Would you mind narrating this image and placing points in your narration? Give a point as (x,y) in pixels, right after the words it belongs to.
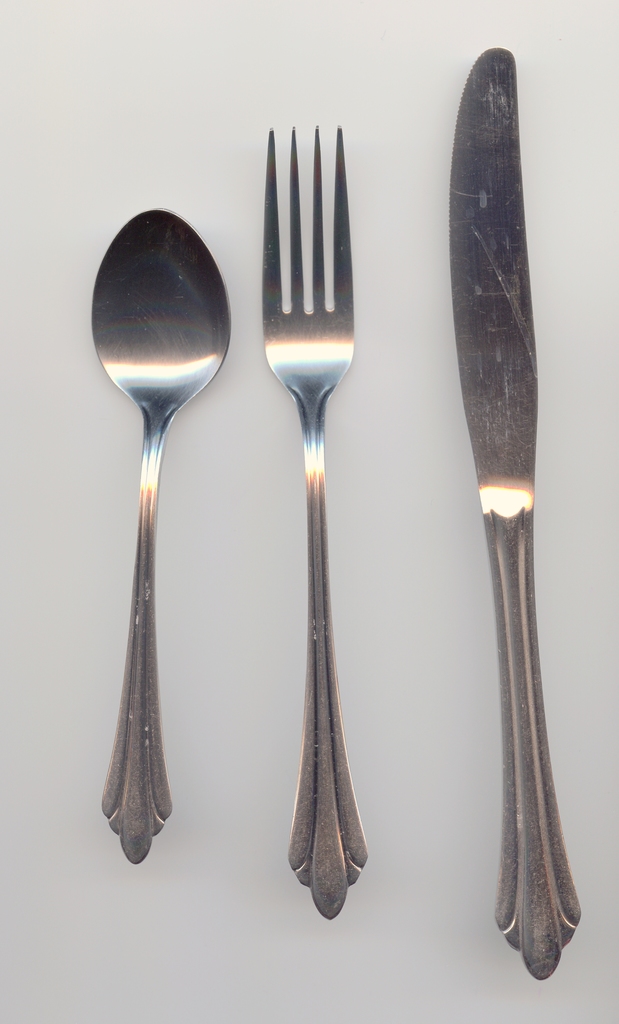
In this picture I can see there is a spoon (144,321), fork (343,175) and a knife (521,919) placed on the white surface (225,473).
